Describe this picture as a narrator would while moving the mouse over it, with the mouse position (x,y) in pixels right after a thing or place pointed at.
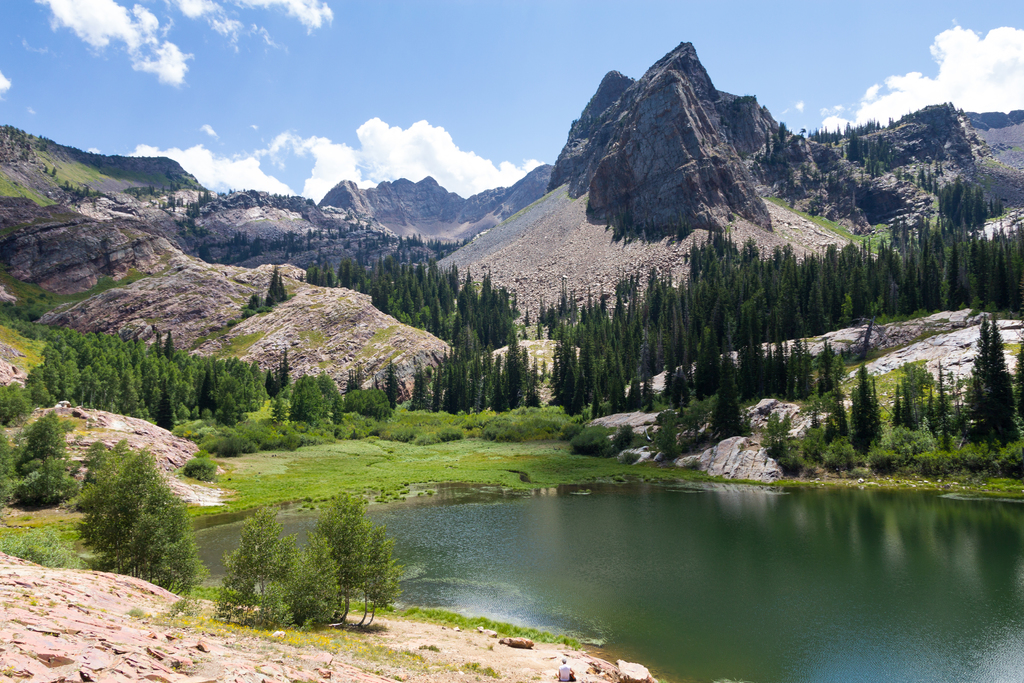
This is an outside view. On the right side (831,590) there is a lake (744,552). Around the lake (201,522) I can see the rocks (76,644), plants (402,496) and trees (602,349). In the background (495,208) there are mountains (622,179). At the top (327,77), I can see the sky (241,81) and clouds (367,152).
